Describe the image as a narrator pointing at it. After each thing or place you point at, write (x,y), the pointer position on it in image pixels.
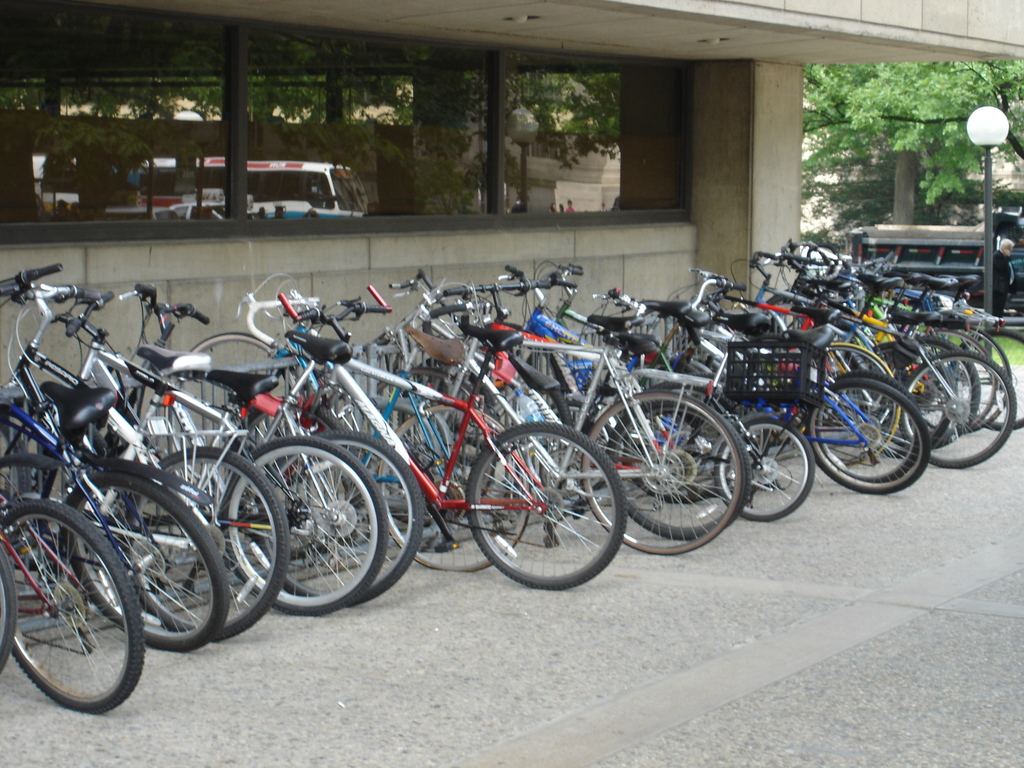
In this picture we can see a few bicycles (950,313) on the path (403,626). There is a streetlight (998,130) and a person (1010,277) on the right side (1013,278). We can see some vehicles (285,172), trees (1006,147) and a building (729,183) in the background (928,213).
